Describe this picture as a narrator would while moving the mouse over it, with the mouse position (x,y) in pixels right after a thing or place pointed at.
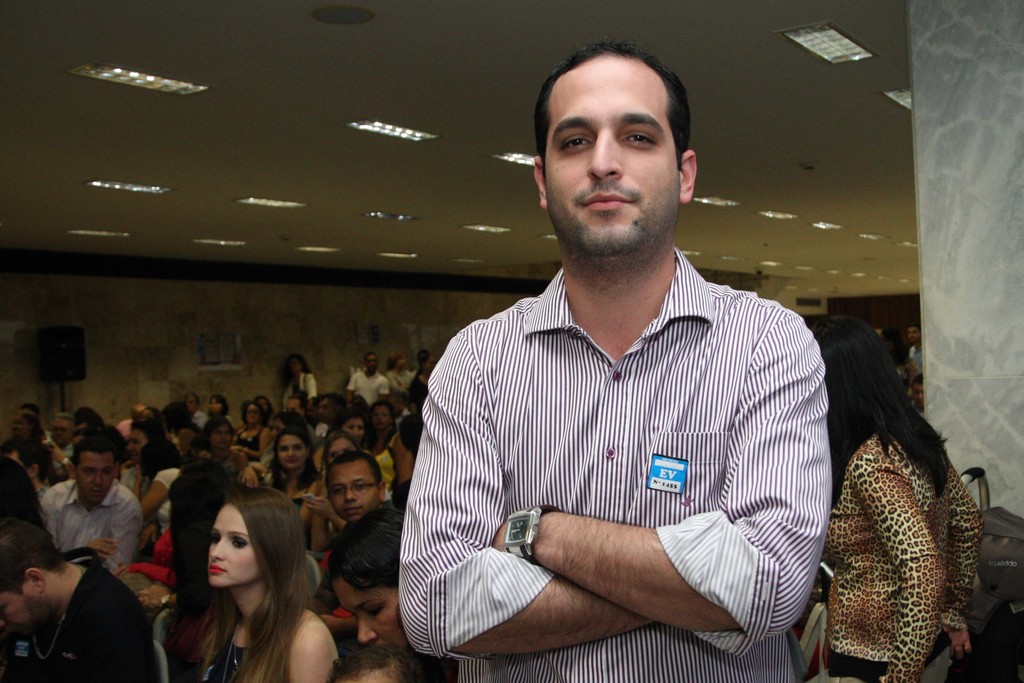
In this image there is a person (642,383) standing, behind this person (421,471) there are so many people (171,497) sitting and standing. In the background (82,401) there is a wall (115,335) and there is a speaker (68,376). At the top of the image (379,109) there is a ceiling (215,160) with lights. On the right side of the image (983,243) there is a pillar (993,407).
